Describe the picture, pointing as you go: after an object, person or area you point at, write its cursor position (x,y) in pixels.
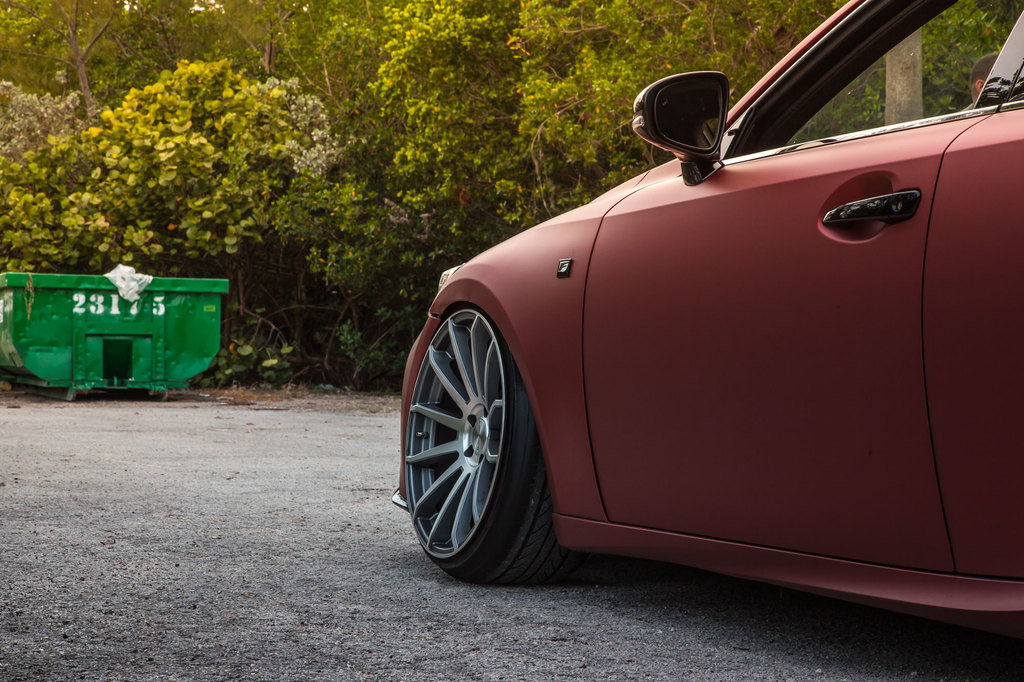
This is the picture of a road (316,535). In this image there is a car (706,149) on the road (1004,643). At the back (219,236) there is an object (1,289) and there are trees (256,242). At the bottom (201,507) there is a road (227,584).
